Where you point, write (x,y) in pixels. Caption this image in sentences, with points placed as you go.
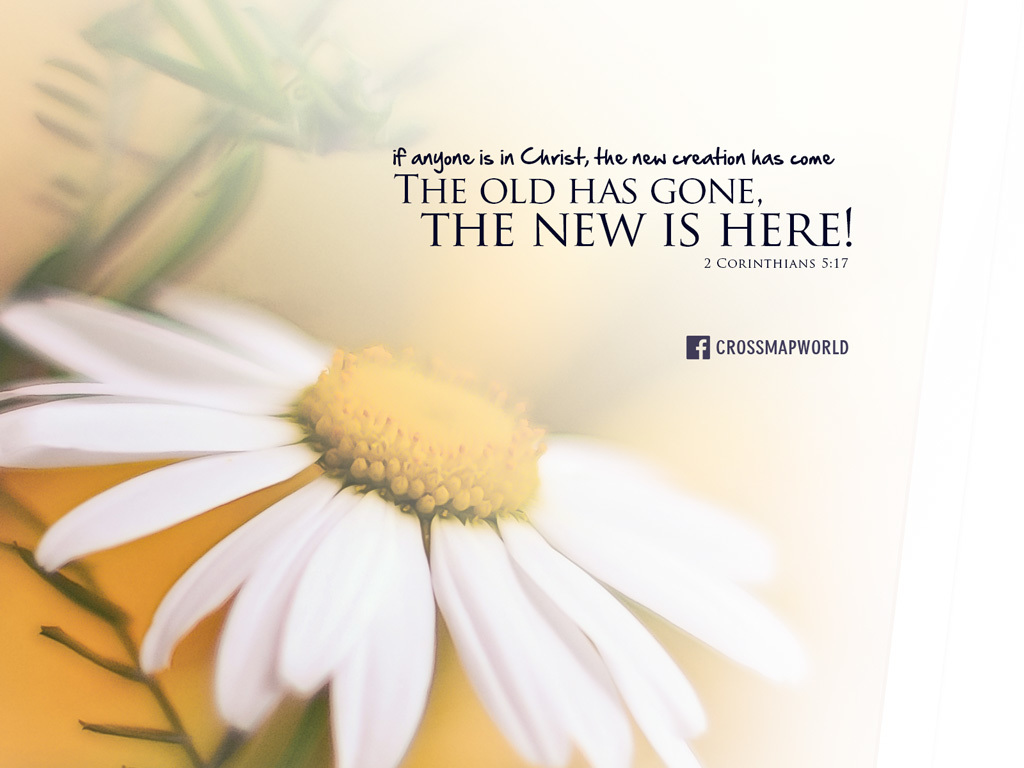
In this image we can see a poster (314,571) with some text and a white color flower (356,399) on it.
